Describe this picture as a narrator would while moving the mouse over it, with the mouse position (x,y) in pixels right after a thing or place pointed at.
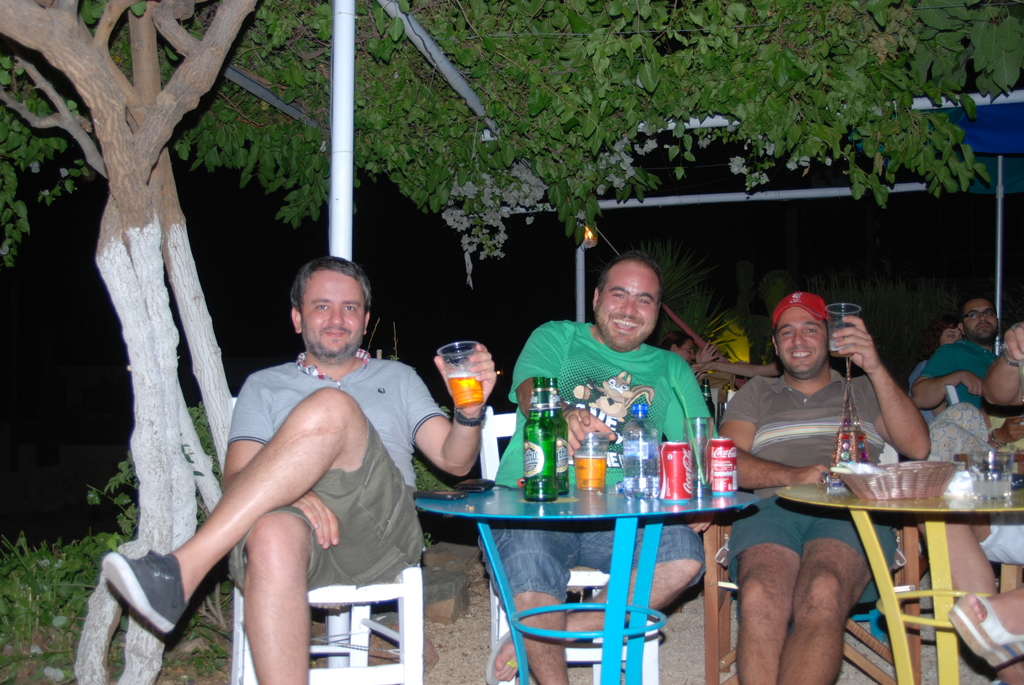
In this image there are group of people (311,362) who are sitting on a chair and there are two tables (677,505) on the tables (564,497) there are some bottles (567,443), glasses (579,450), and coke containers (726,464) and one basket (881,468) is there. And on the background (104,72) there are trees (314,107) and on the bottom (39,625) there are some plants (71,553) and on the right side (979,137) there is one tent (996,138).
